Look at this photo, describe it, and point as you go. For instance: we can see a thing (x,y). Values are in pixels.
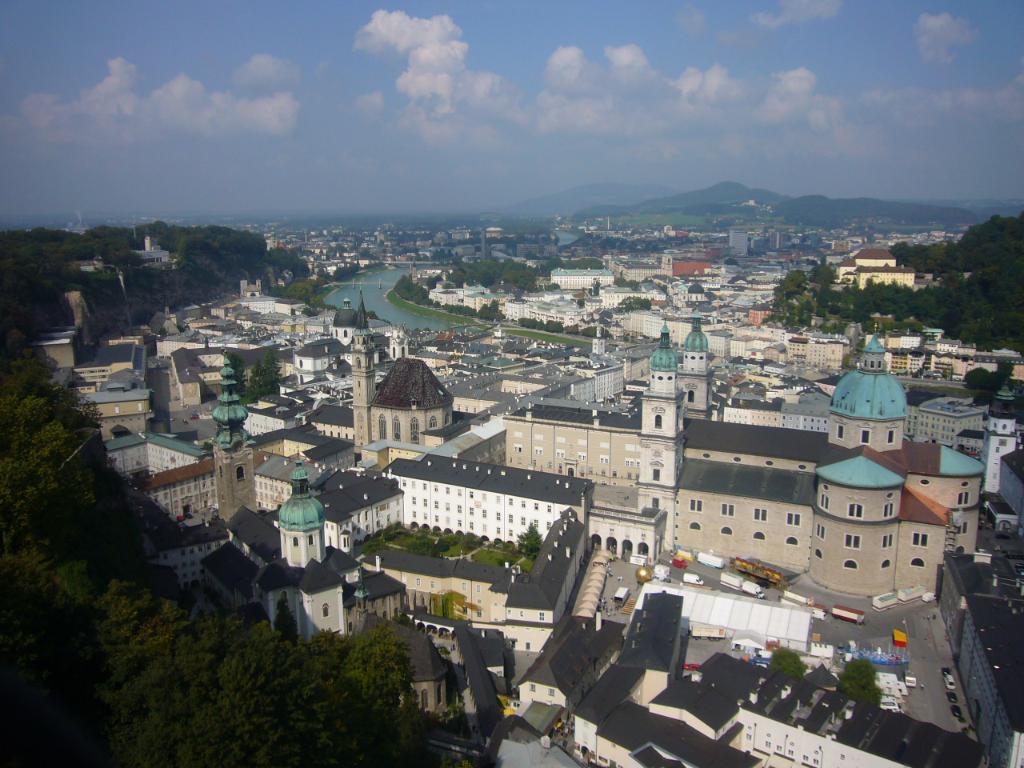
In this picture we can see the city (999,401). At the bottom (680,734) we can see the buildings (641,620). On the right (910,590) we can see many vehicles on the road (906,620), beside that there is a white color shed (773,614). In the middle of the city (470,318) we can see the river (443,320). On the left (209,287) we can see many trees (266,764). In the background (743,187) we can see the mountain (997,204). In the center (344,332) we can see the church (374,364). At the top (619,78) we can see sky (538,45) and clouds (634,66).
